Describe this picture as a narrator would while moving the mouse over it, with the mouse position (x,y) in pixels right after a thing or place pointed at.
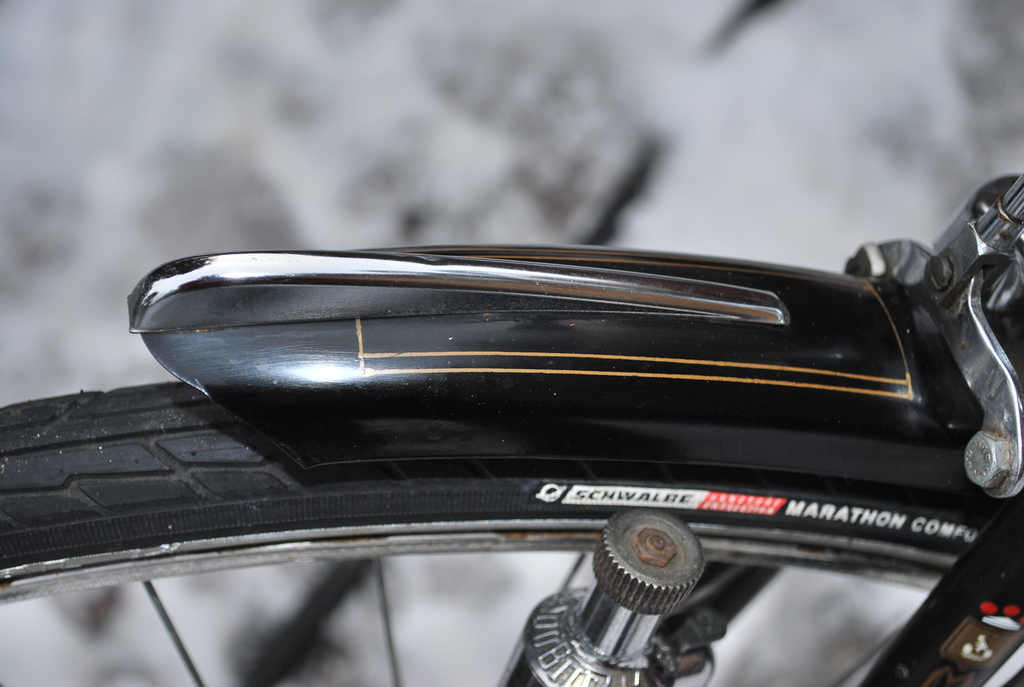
There is a wheel (562,529) of a black bicycle (575,489). Some matter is written on it. The background (683,14) is blurred.
